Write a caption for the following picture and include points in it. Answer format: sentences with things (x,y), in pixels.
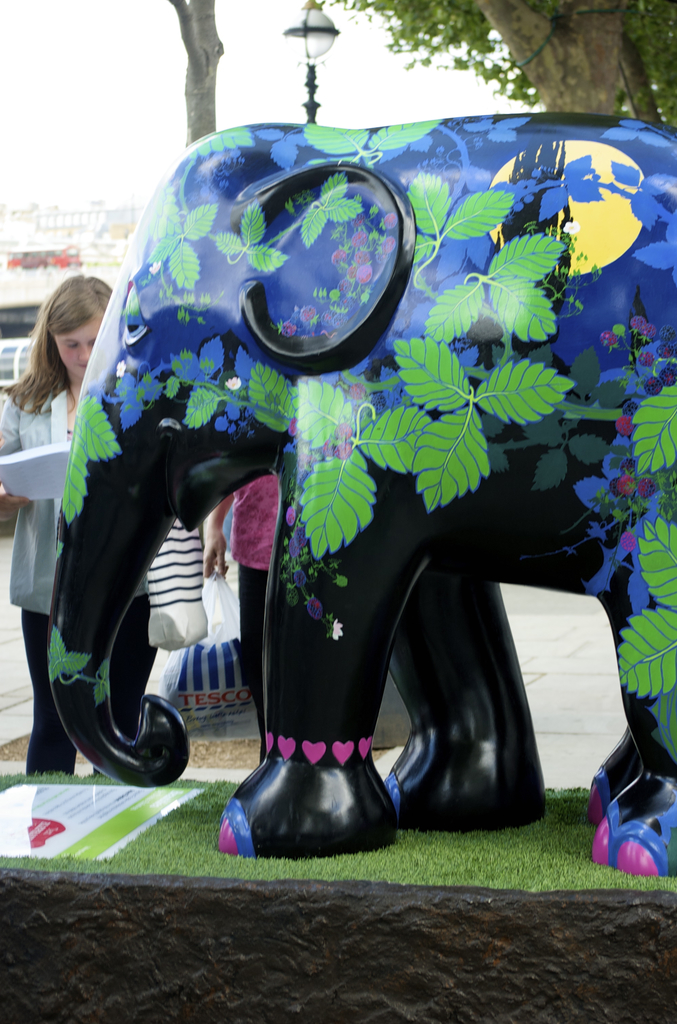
In this image I can see a toy elephant (493,507) and the elephant (392,510) is in green and black color, background (159,161) I see few persons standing and I can also a light pole (329,17) and the sky (105,90) is in white color.
